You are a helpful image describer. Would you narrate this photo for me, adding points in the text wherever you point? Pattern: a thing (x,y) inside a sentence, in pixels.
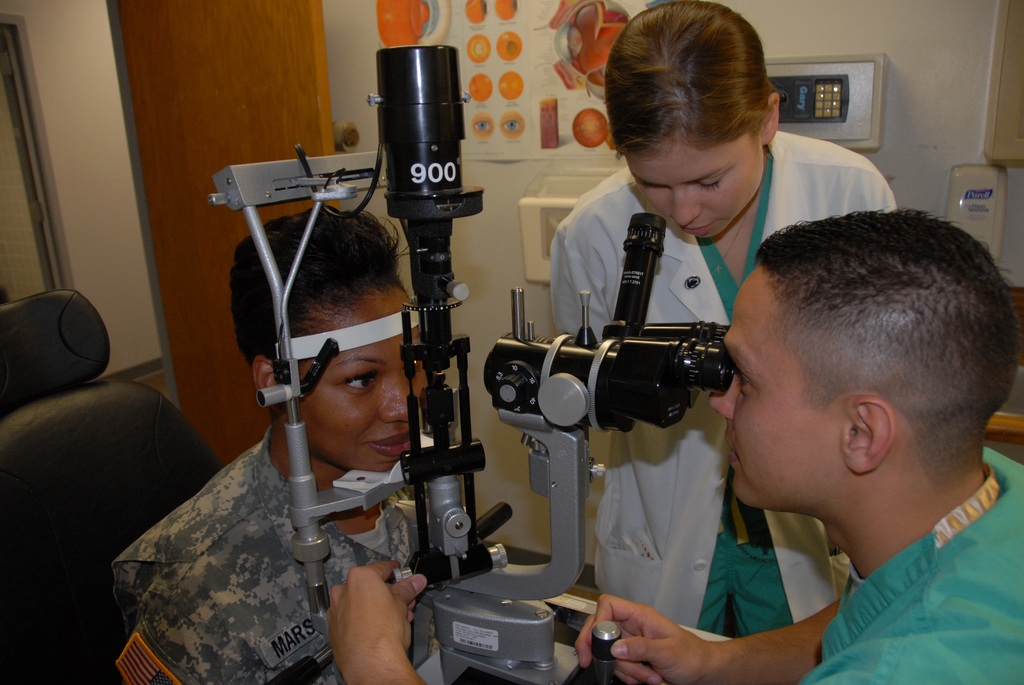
There are three people (259,669) and this person (263,473) sitting on chair (57,566), in between these two people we can see equipment (473,681). Background (773,24) we can see poster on a wall (481,366).
